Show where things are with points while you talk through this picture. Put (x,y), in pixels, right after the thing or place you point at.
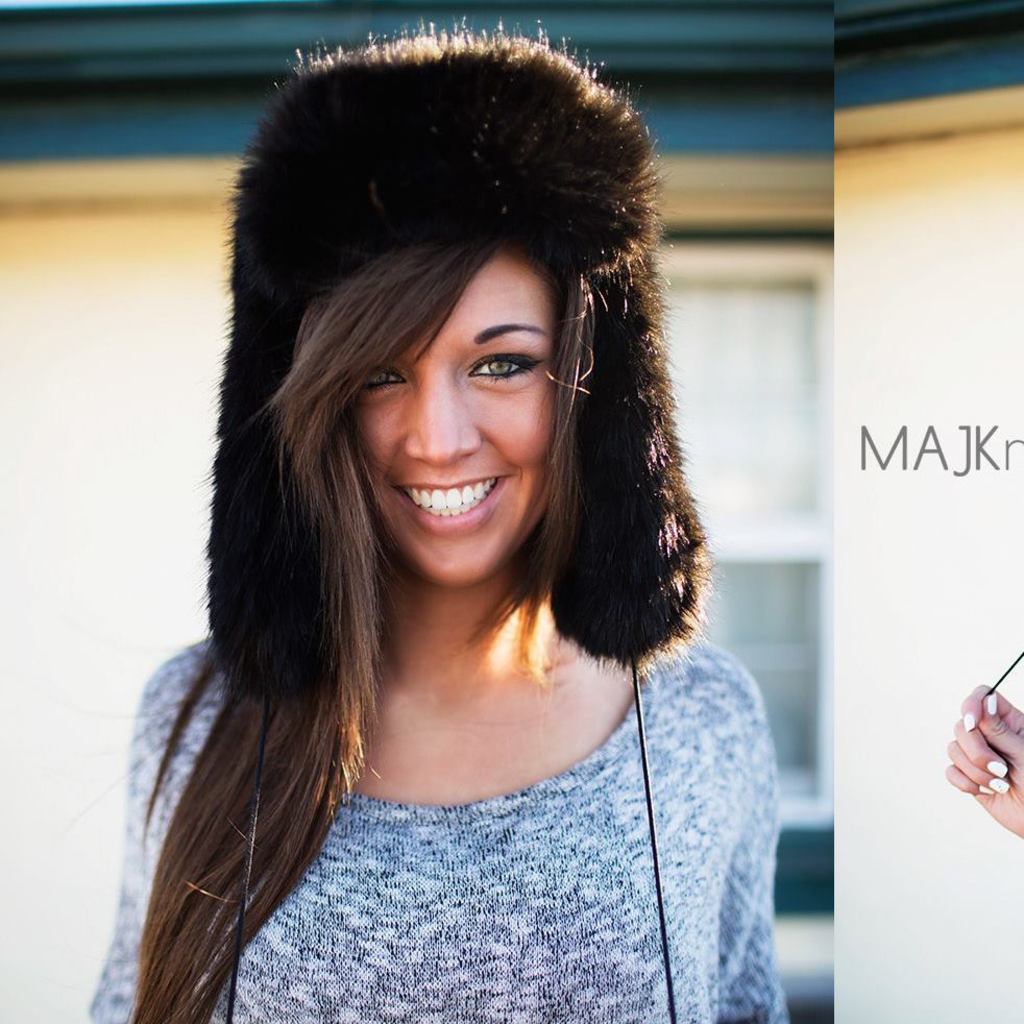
In this image, we can see a person (560,608) wearing clothes (679,705). There is a person hand (989,729) in the bottom right of the image (986,736). There is a text (963,469) on the right side of the image (942,438). In the background (772,262), image is blurred.
